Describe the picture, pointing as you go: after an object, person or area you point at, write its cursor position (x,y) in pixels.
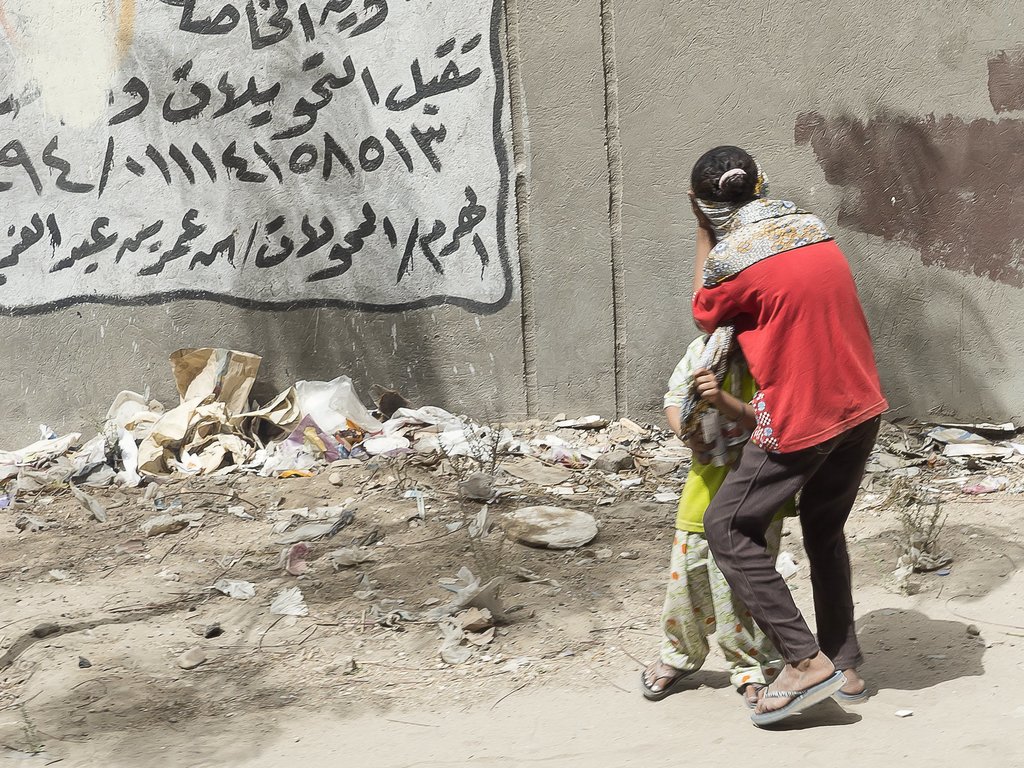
In this image, we can see people (749,523) standing. We can see the ground (38,725) with some objects (233,453). We can also see the wall (567,163) with text (263,178) written on it.
